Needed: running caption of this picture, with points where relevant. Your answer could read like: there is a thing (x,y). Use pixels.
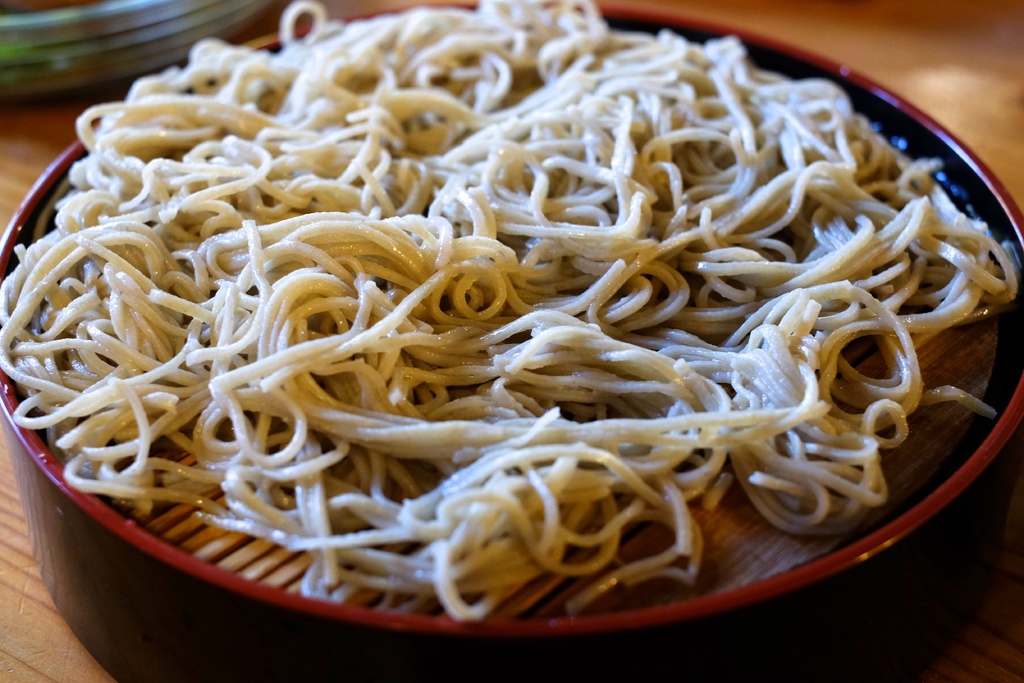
In this image I can see the bowl (522,595) with food (507,178). To the side I can see some objects (68,69). These are on the brown color surface (40,610).
